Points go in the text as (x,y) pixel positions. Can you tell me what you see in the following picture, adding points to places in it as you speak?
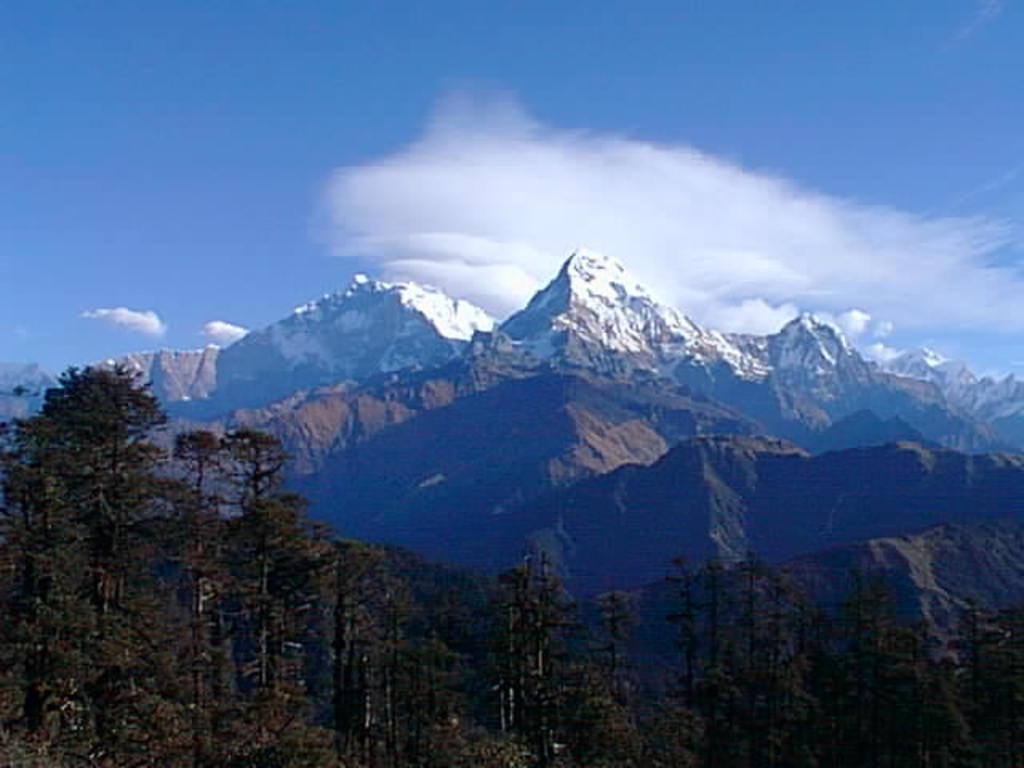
In this image, I can see the Himalayan mountains (654,372), which are covered with the snow (621,326). These are the trees (122,519). I can see the clouds (665,177) in the sky (542,70).
